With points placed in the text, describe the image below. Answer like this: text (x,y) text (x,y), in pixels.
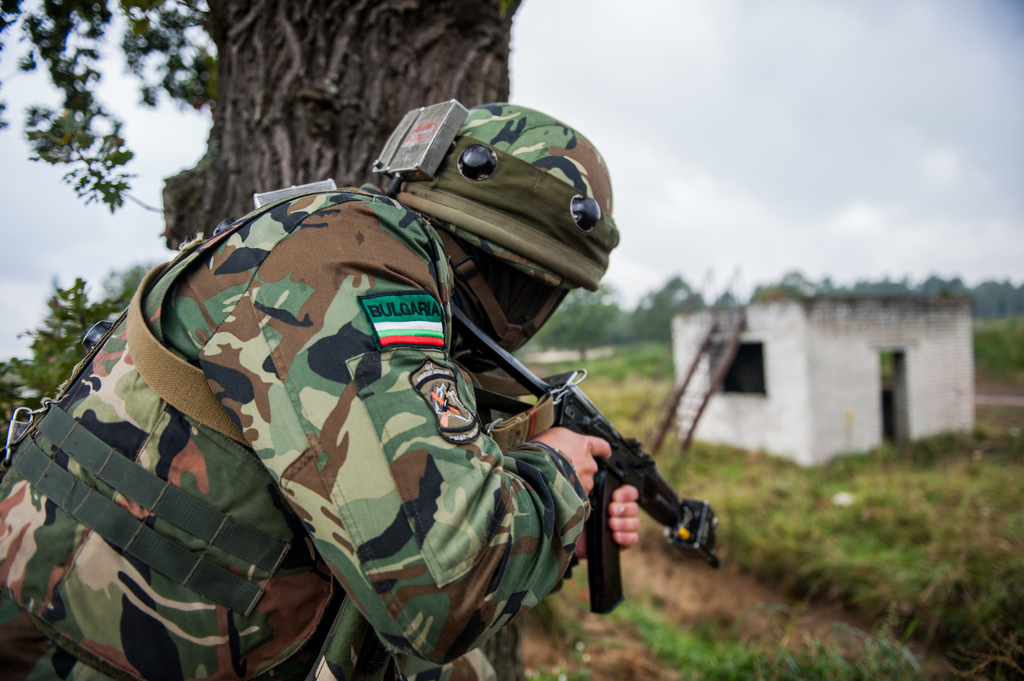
In the picture we can see an army person (312,659) holding a gun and standing near the tree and beside the tree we can see the grass surface (929,642) and a small house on it and far away from it we can see the trees (548,323) and the sky (827,270) with clouds (76,262).
